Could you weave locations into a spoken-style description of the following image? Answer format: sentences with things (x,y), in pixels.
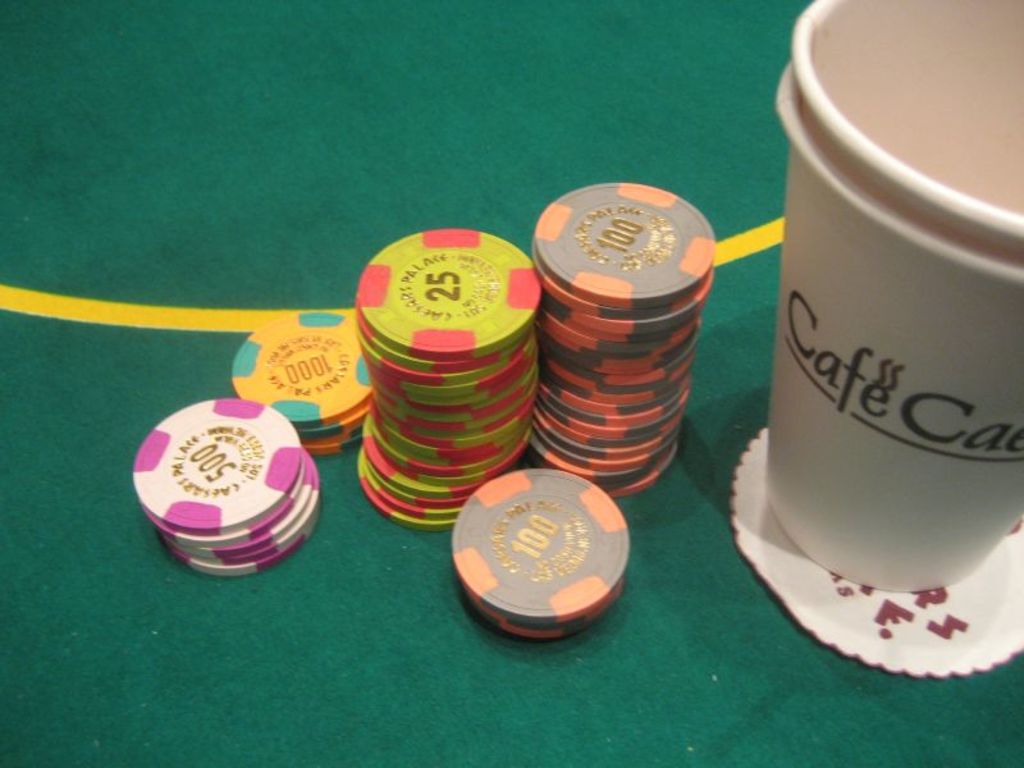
We can see many coins (475,404) with different colors and different numbers (435,293) on it. There is a 500 number (213,470) on the pink color coin (189,482). We can see 100 number (535,544) on the orange color coin (551,546). And a 25 number (446,285) on the green color coin (449,295). And a 1000 number coin (316,377) on orange color coin (308,372). There is a green table (329,178). To right side (852,333) there is a cup (822,390) with cafe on it. And under the cup (813,544) there is a small paper (814,593).
